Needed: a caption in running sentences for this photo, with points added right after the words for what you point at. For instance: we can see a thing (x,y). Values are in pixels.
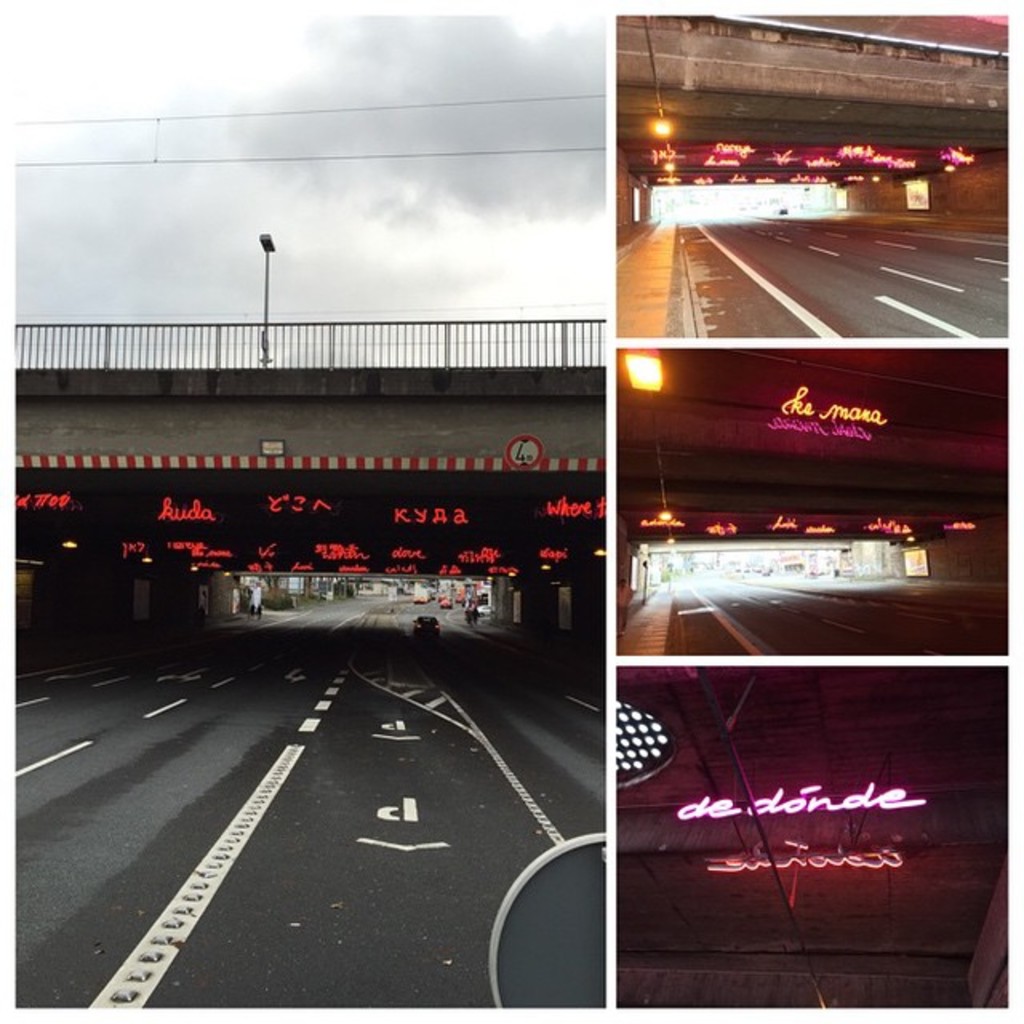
This is a collage image of four pictures where we can see flyover (430,434), road (488,830) and a few vehicles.
